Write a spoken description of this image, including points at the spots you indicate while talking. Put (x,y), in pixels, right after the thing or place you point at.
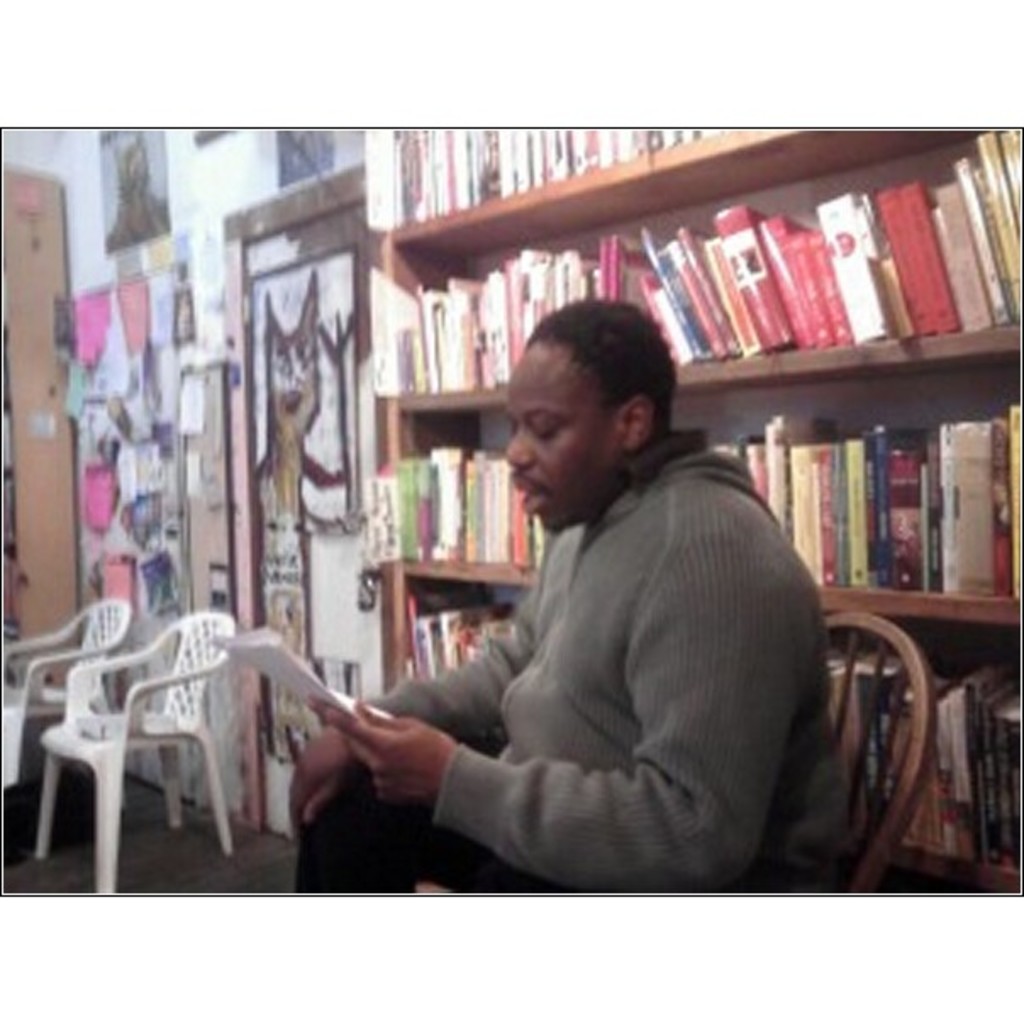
In the middle of the image (539,438) a man (327,719) is sitting and holding a paper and reading. Behind him there is a bookshelf (426,254). Bottom left side of the image (113,886) there two chairs (218,770).
